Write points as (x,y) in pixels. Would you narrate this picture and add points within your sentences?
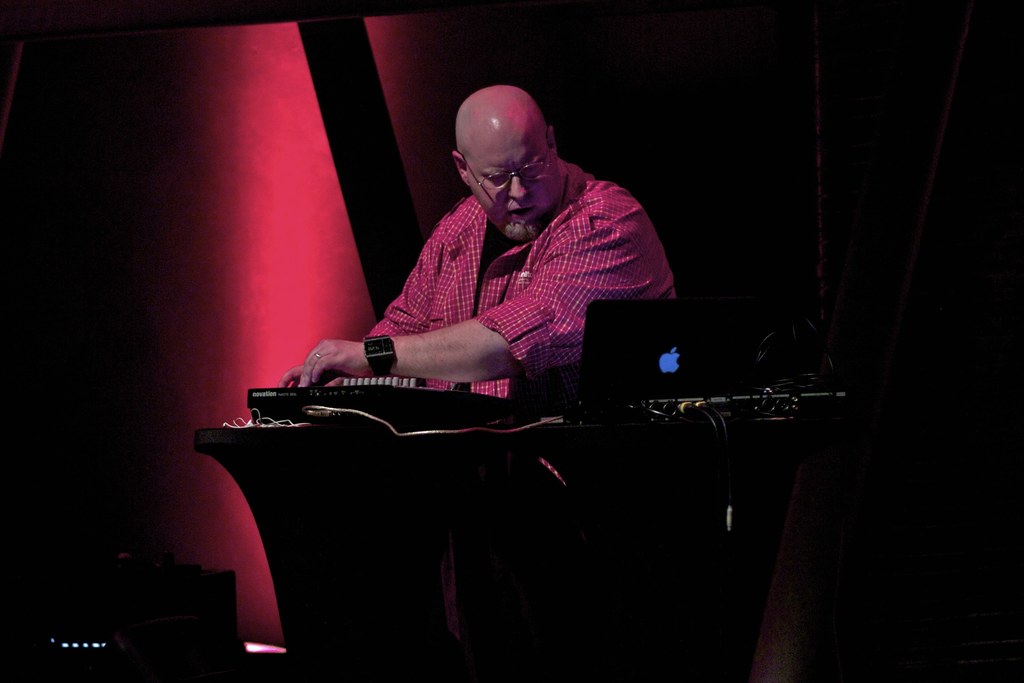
A person (458,318) is present wearing a red checked shirt (599,288), spectacles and a watch (386,365). There is a laptop (680,354), wires (782,391) and other items (784,407) on a table (631,474).
